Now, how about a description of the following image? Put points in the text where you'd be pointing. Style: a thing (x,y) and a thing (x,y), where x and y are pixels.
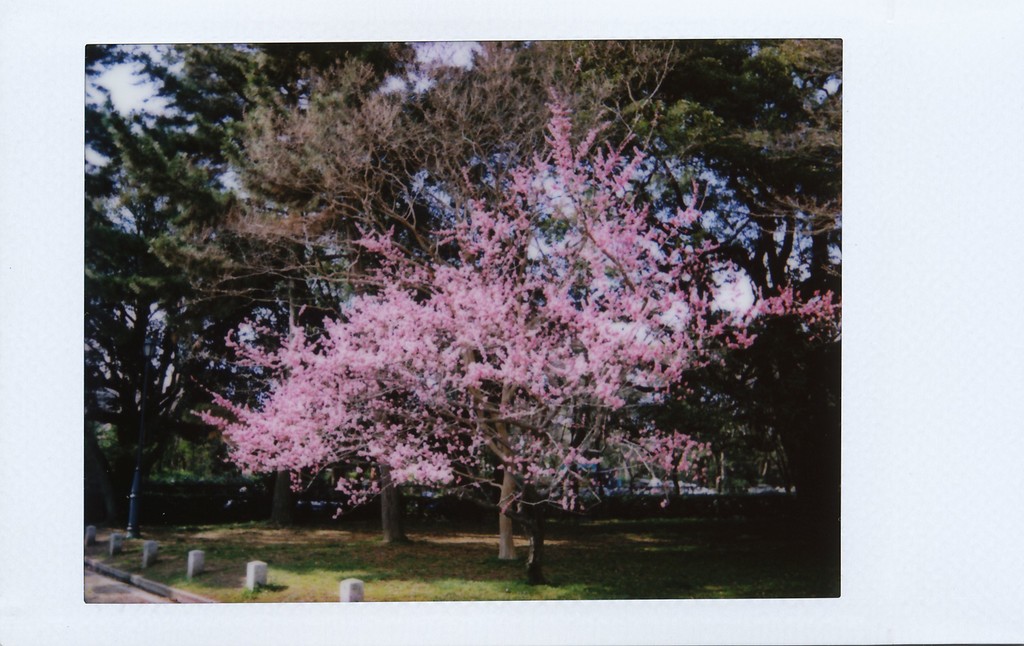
This is an edited image. In the center of the pictures there are trees (378,317). In the foreground (340,561) there are poles (257,581) and grass (457,562). It is sunny.
